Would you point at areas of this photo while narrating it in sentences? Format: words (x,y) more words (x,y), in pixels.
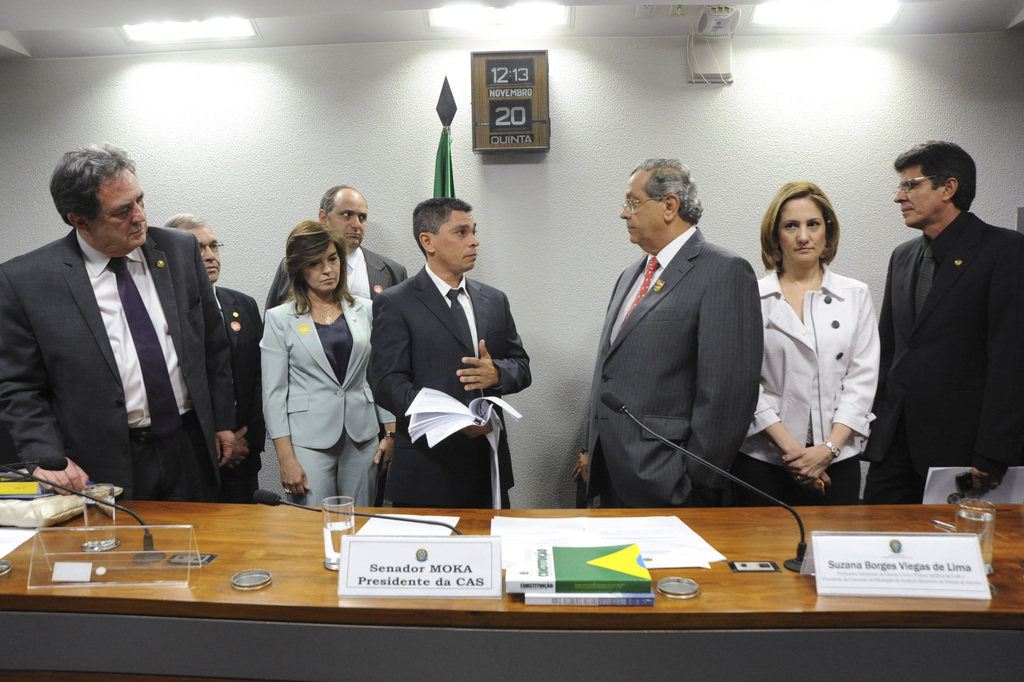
In this image we can see a few people (871,416) standing and in front of them there is a table (700,601) with objects (820,589) like microphones (57,485), books (546,594), papers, glasses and some other objects (112,559). In the background (133,84), we can see the clock (528,61) attached to the wall (461,185) and at the top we can see the lights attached to the ceiling (948,29).
